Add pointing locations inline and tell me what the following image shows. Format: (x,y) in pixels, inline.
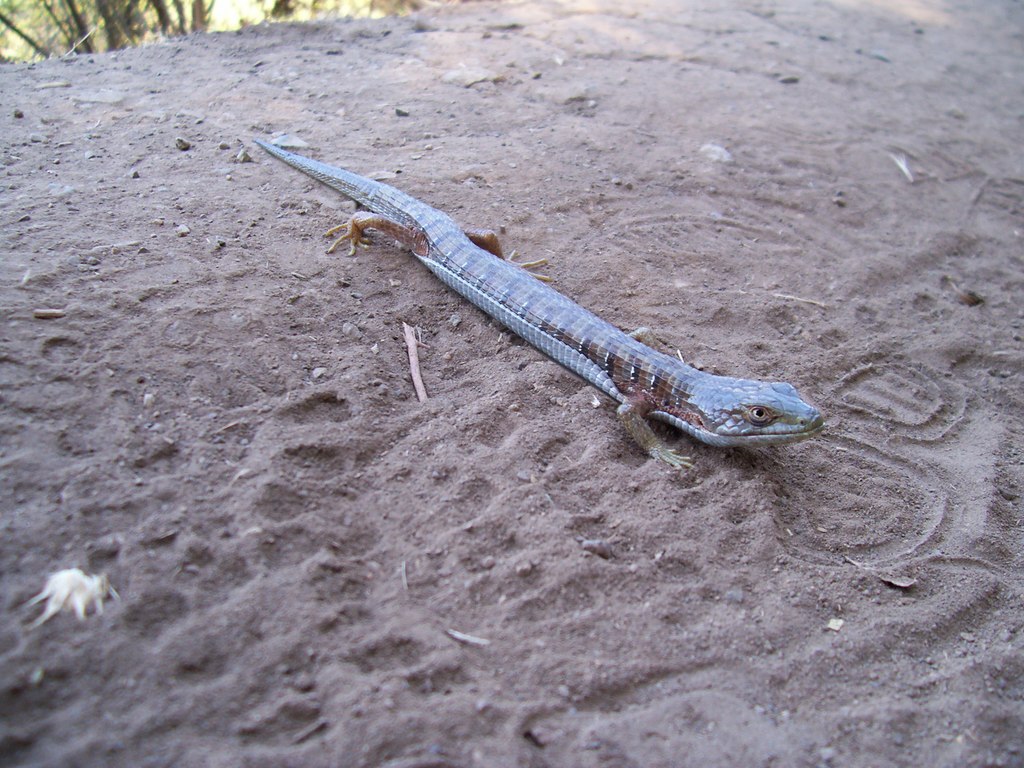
This picture shows reptile (780,427) on the ground (705,365). it is black, brown and grey in color.
